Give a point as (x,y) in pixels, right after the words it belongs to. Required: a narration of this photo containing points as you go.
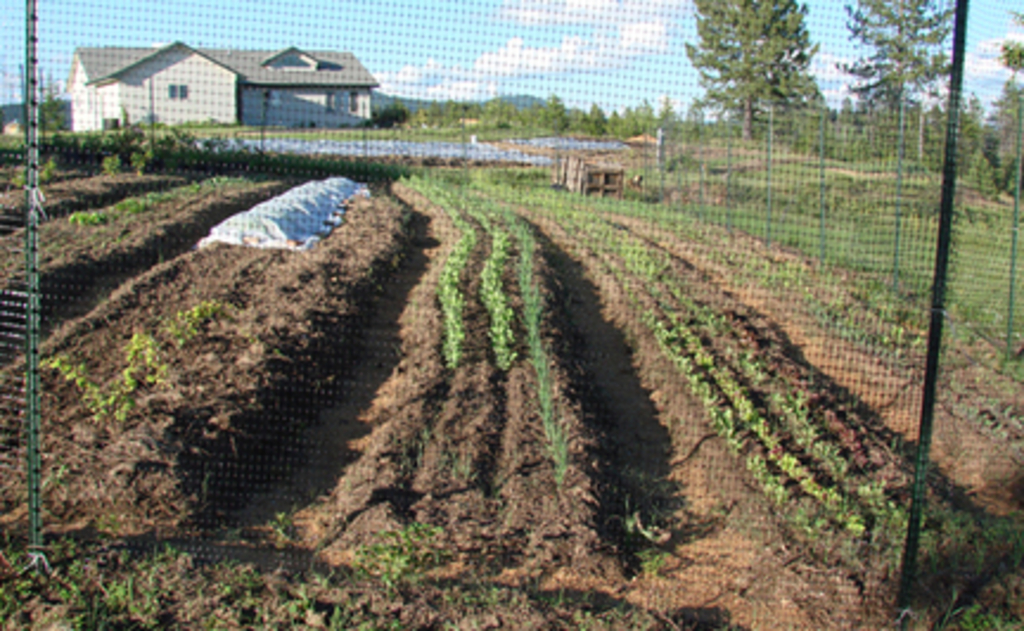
In this image there are fences (295,473), garden plants (490,335), few trees (391,107), a building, few mountains (511,101) and some clouds (571,52) in the sky (593,67).
